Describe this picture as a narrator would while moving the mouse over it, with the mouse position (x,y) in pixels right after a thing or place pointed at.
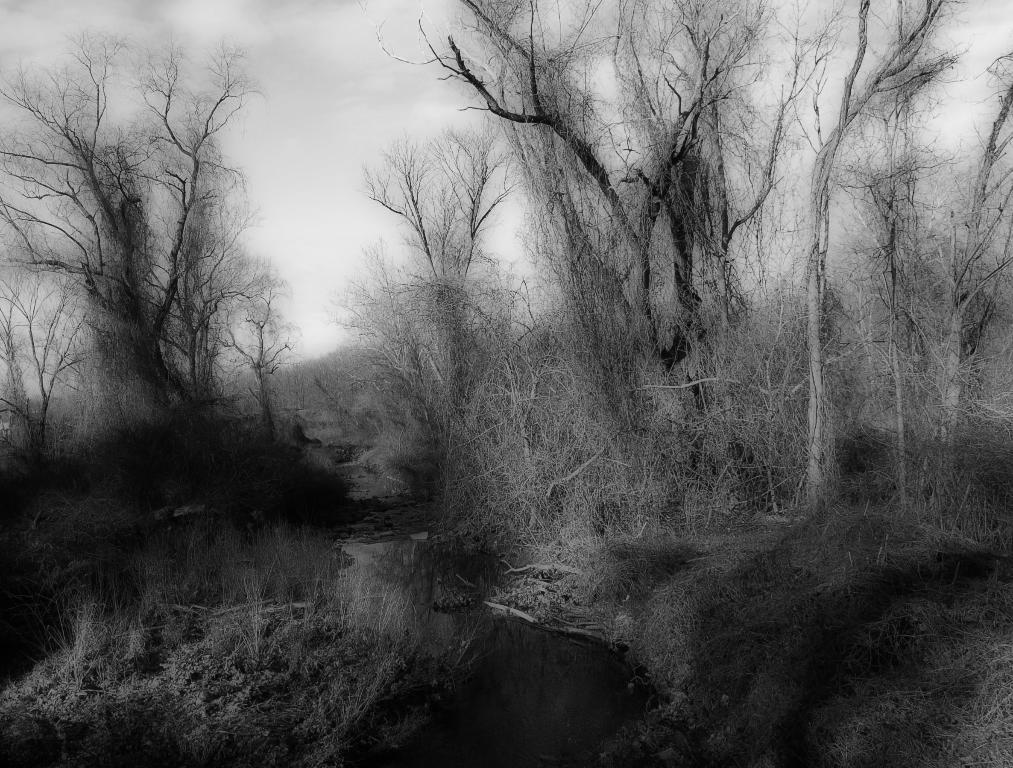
In this picture we can see some trees (511,501), grass (310,548) in between the trees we can see some water (628,681).
